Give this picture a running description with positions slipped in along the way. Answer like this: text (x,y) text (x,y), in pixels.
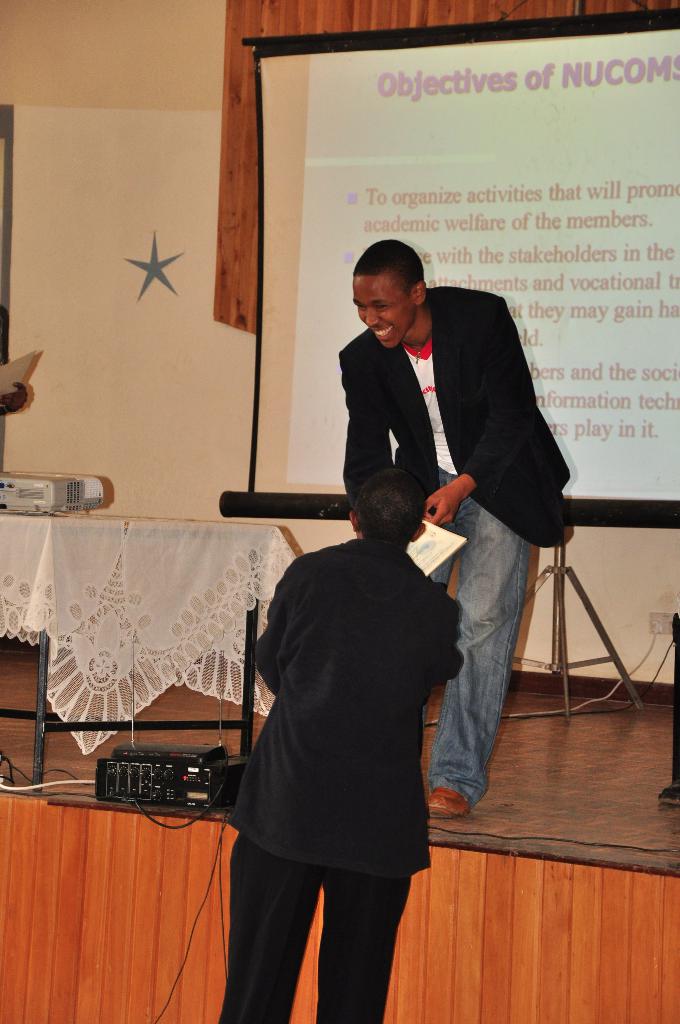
Here two men (426,618) are standing, this is screen (428,203), these are cables (222,916), this is wall (94,401).
